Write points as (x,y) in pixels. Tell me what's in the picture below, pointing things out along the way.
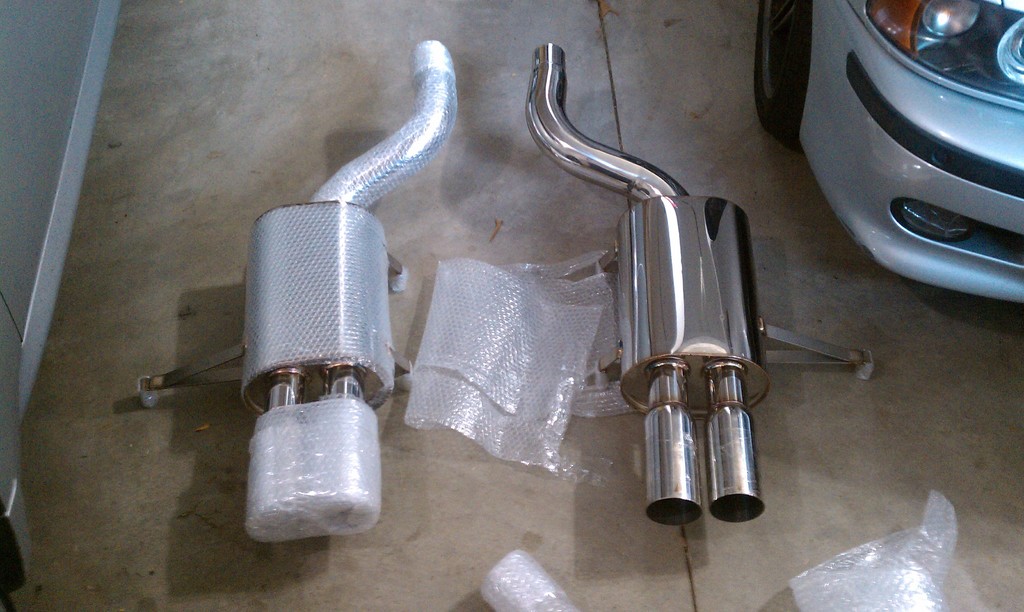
These are the 2 stainless steel silencers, on the right side (946,59) it's a vehicle (877,105).
